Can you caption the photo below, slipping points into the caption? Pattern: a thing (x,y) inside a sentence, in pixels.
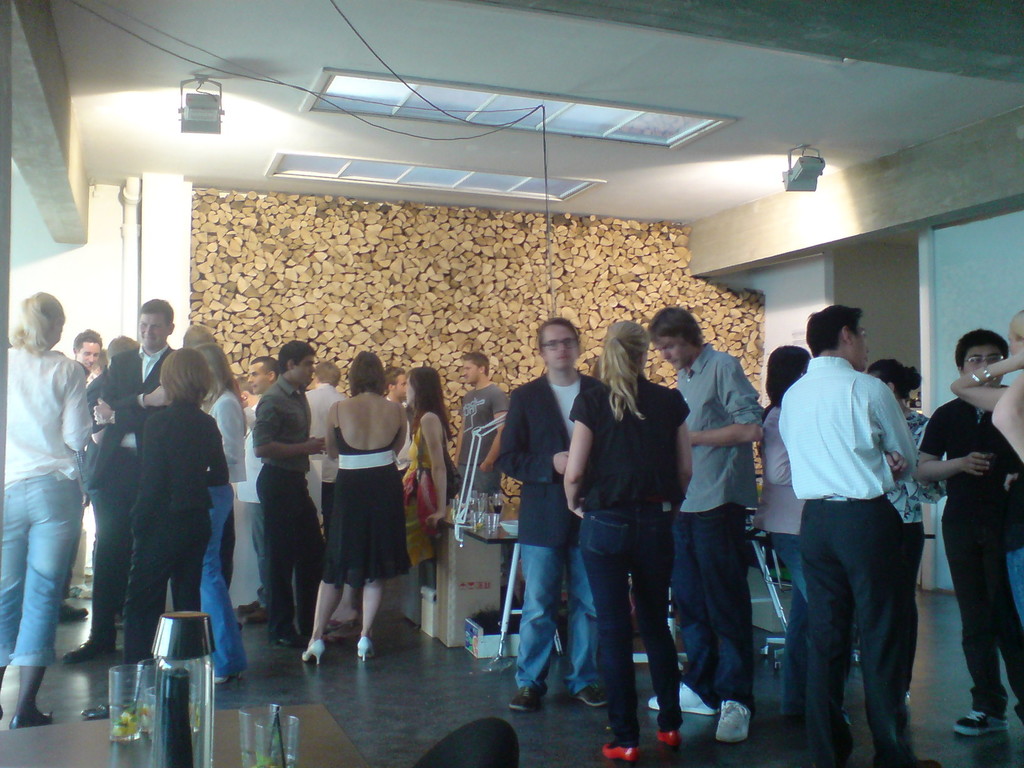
In this image we can see people (330,442) standing on the floor (455,702). To the left side of the image (134,755) there is a table (147,762) with glasses (126,735). In the background of the image (82,305) there is wall (104,214). There are wooden logs (416,278). At the top of the image (63,16) there is ceiling (159,13) with lights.
